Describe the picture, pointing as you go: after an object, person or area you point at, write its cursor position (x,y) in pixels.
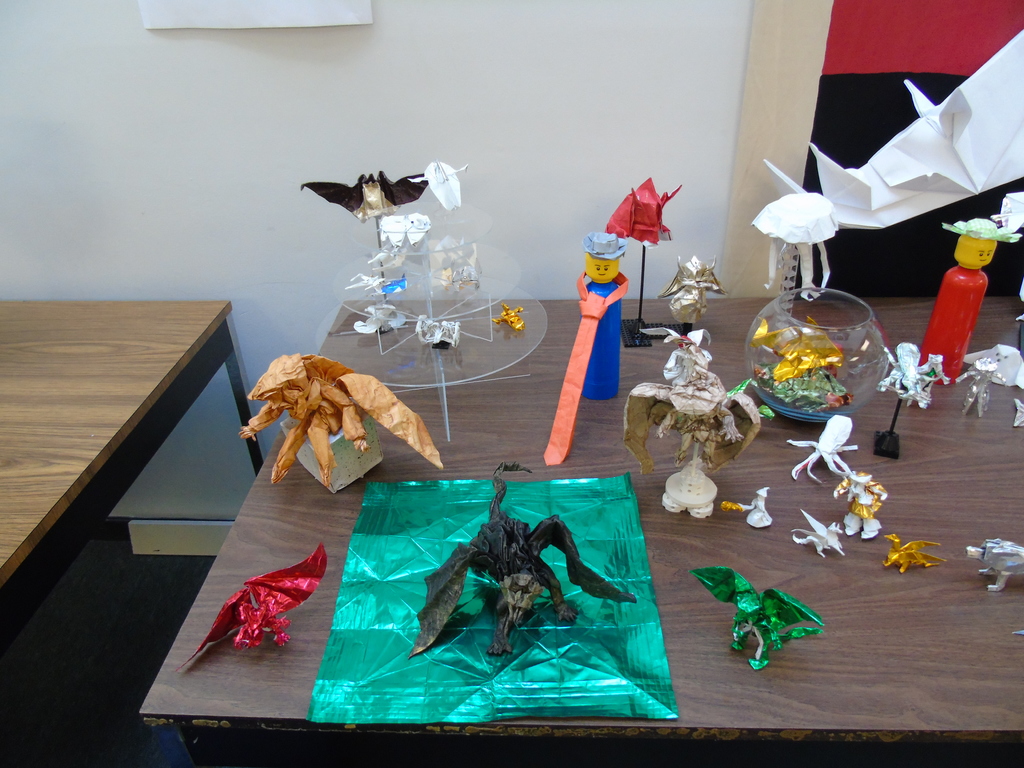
In this picture we can see a wall (358,51), and right to opposite there is a table (480,414) on the floor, and many toys (394,415) on it.
